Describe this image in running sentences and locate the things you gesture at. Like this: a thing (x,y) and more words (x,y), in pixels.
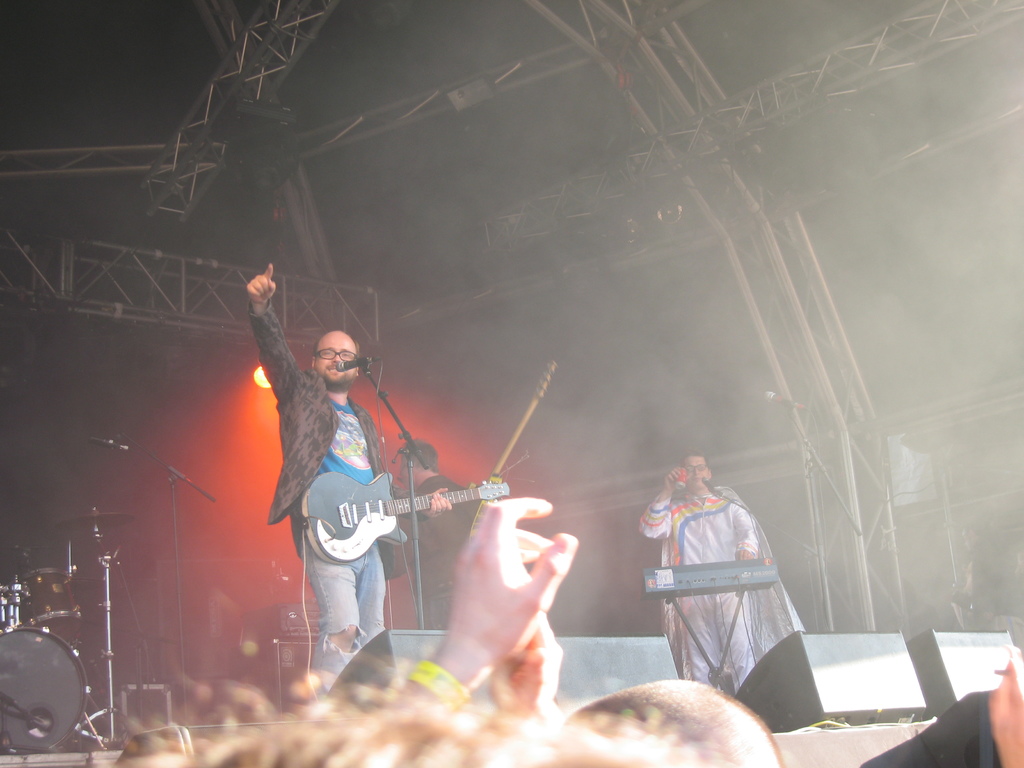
In this picture we can see three men (334,386) on stage (775,536) singing on mic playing musical instruments (401,504) such as guitar (378,510), piano (664,596) and in front of them we can see a group of people (679,715) and in background (144,306) we can see pillar (143,272), light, mic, drum (107,640).
